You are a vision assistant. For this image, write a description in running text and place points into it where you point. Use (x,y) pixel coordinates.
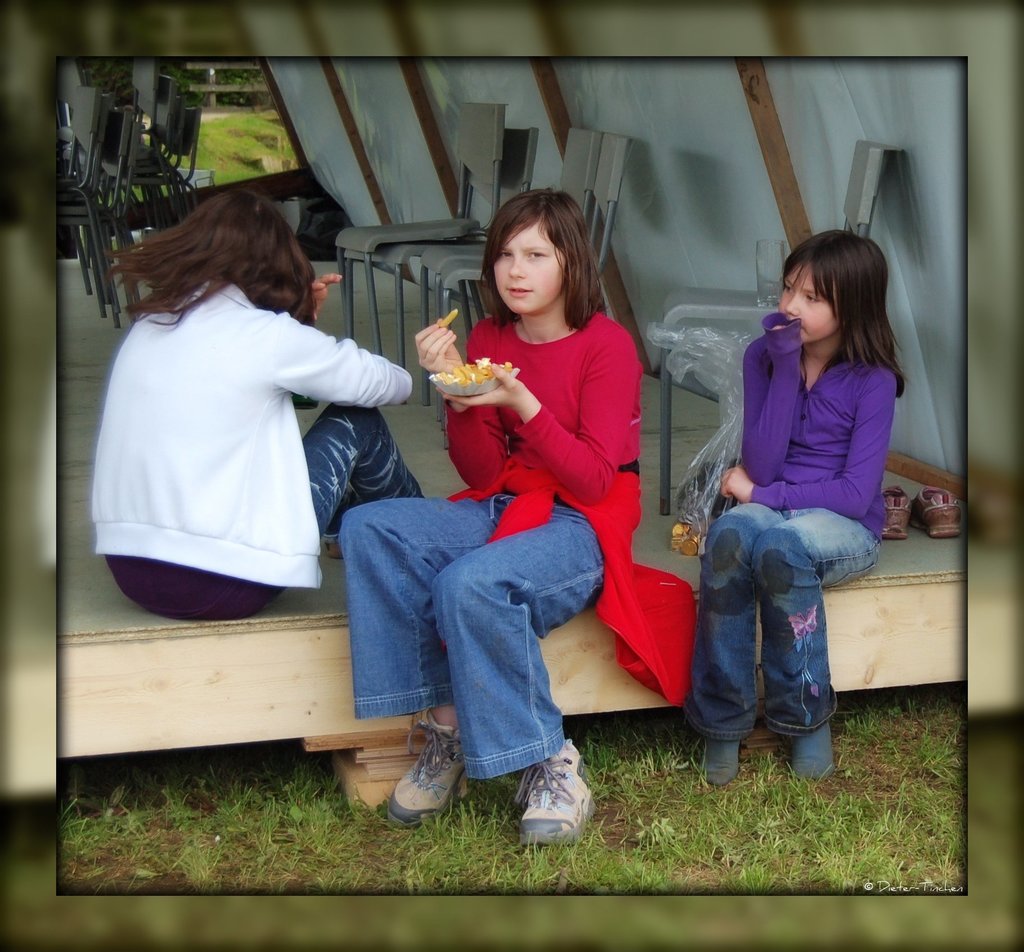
This image is taken outdoors. At the bottom of the image (241,831) there is a ground (287,810) with grass (632,822) on it. In the middle of the image (663,460) there is a wooden dais (325,724) and there are many empty chairs (170,203) on the dais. Three girls (423,558) are sitting on the dais (895,554) and having snacks (452,392).
